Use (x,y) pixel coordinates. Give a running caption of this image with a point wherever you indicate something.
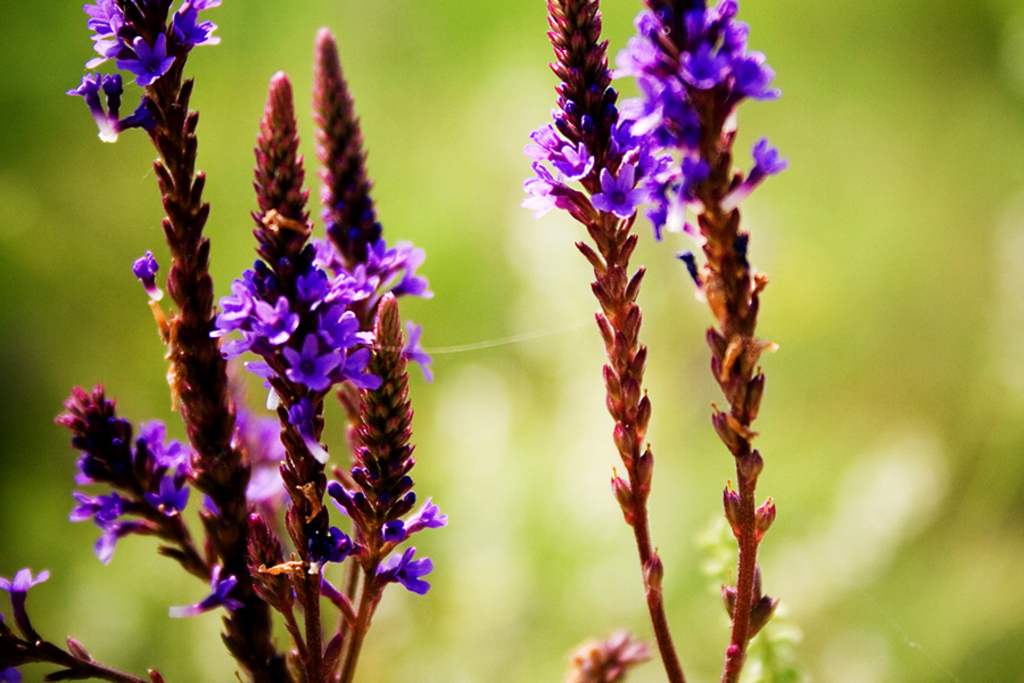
In this image I can see few plants (742,384) which are brown in color and few flowers (314,445) to them which are purple in color. I can see the green colored blurry background (510,296).
